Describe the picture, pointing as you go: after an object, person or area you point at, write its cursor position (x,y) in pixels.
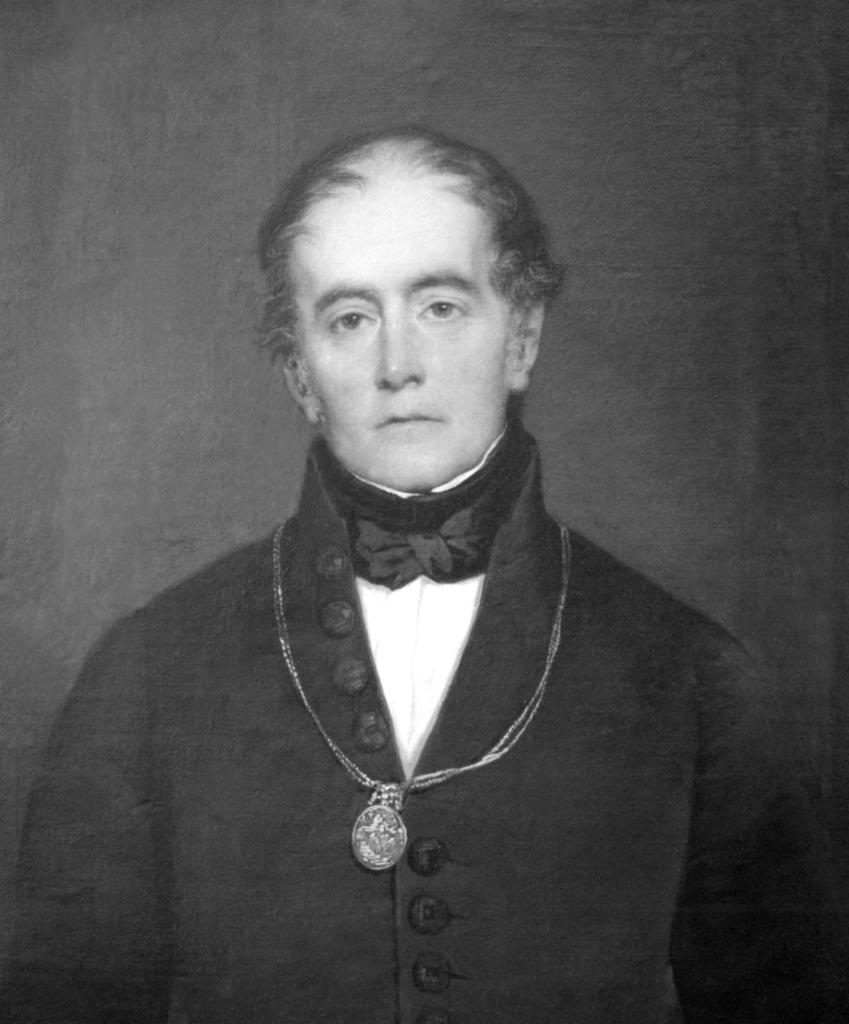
In the picture we can see a man (231,723) wearing black color dress (291,704) standing and posing for a photograph.
